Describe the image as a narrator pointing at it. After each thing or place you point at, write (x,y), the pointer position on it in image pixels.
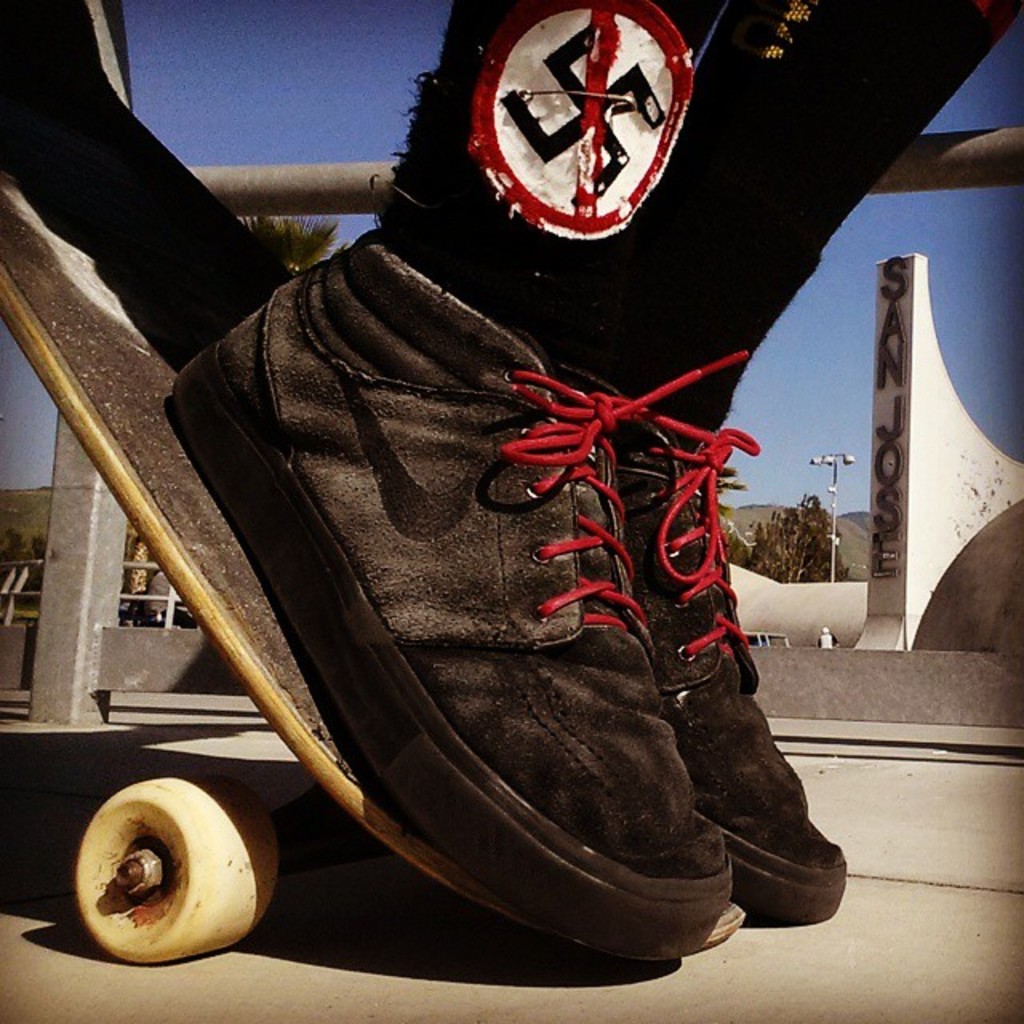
As we can see in the image there is a skateboard (192,598) and black color shoes (610,718). In the background (775,557) there is a street lamp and trees (807,530). On the top (869,321) there is a sky (830,303).
